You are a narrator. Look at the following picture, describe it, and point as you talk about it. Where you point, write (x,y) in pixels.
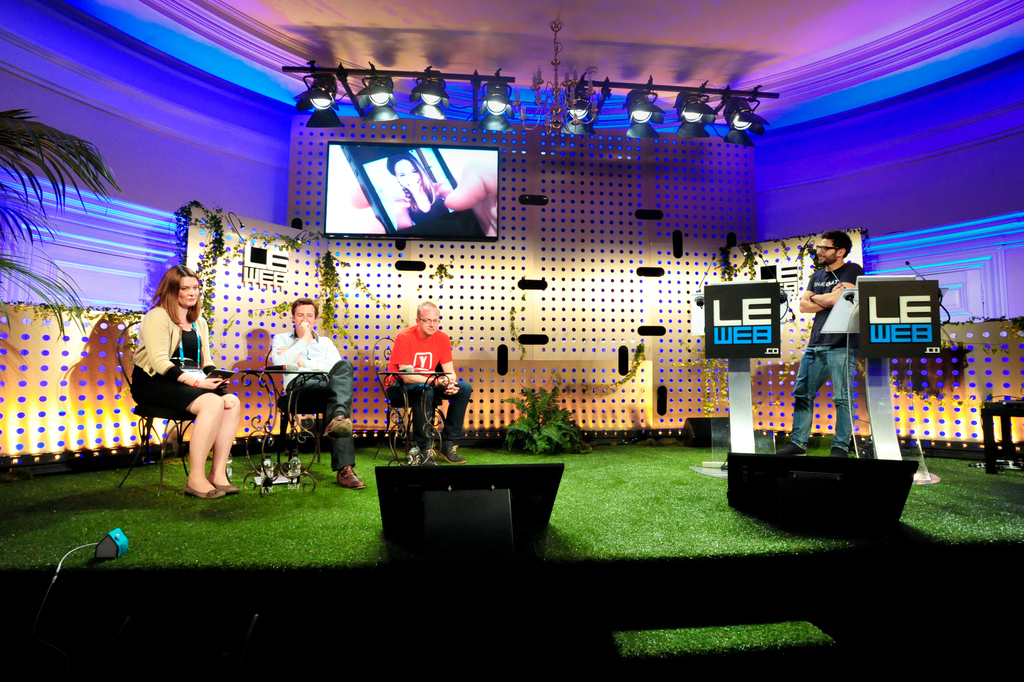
In this image, there are three persons (171,390) sitting on the chairs (175,417) and a person (803,409) standing. I can see the tables (410,410), speakers (481,526), podium (913,321) with boards (929,320) and mics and there are few other objects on a carpet (335,545). In the background (386,221), there are focus lights (332,88), plants (212,242) and television (431,234) to a board (529,143). Behind the board (585,212), I can see a wall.
